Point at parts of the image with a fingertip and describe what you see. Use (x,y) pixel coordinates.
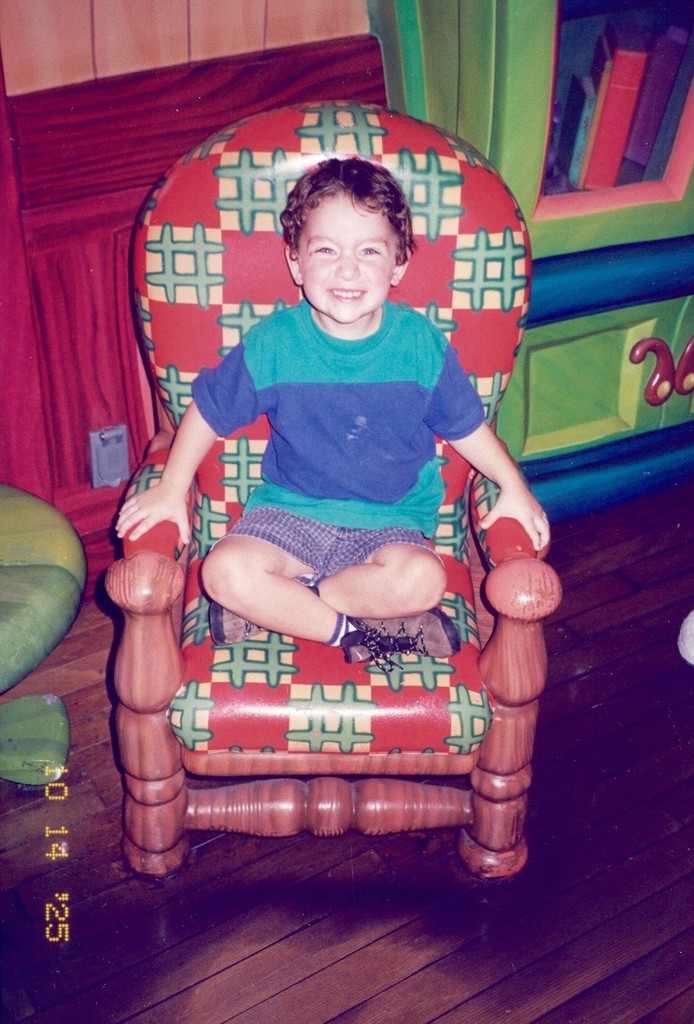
In a given image we can see a child (323,496) sitting on a sofa chair (253,664). He is wearing a green and blue color t-shirt (309,376) and shorts (333,538).
